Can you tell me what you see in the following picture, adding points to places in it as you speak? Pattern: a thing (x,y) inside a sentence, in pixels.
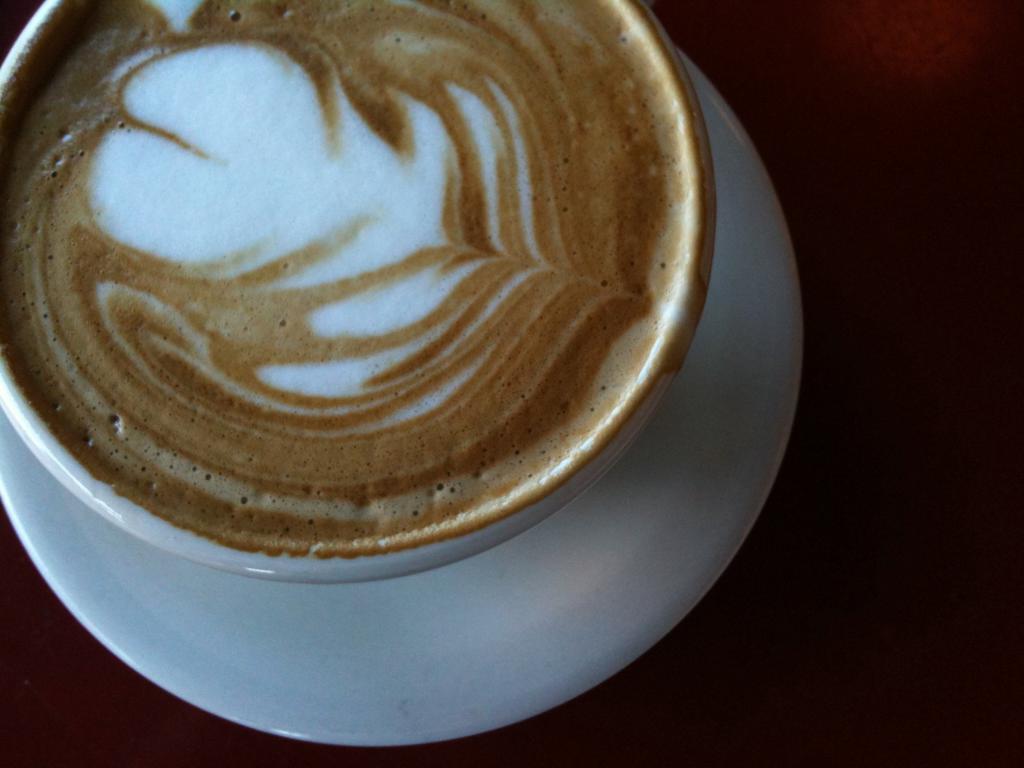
In this picture there is a cup (621,194) of coffee (633,344) on the left side of the image (152,336), on a saucer (739,243).
